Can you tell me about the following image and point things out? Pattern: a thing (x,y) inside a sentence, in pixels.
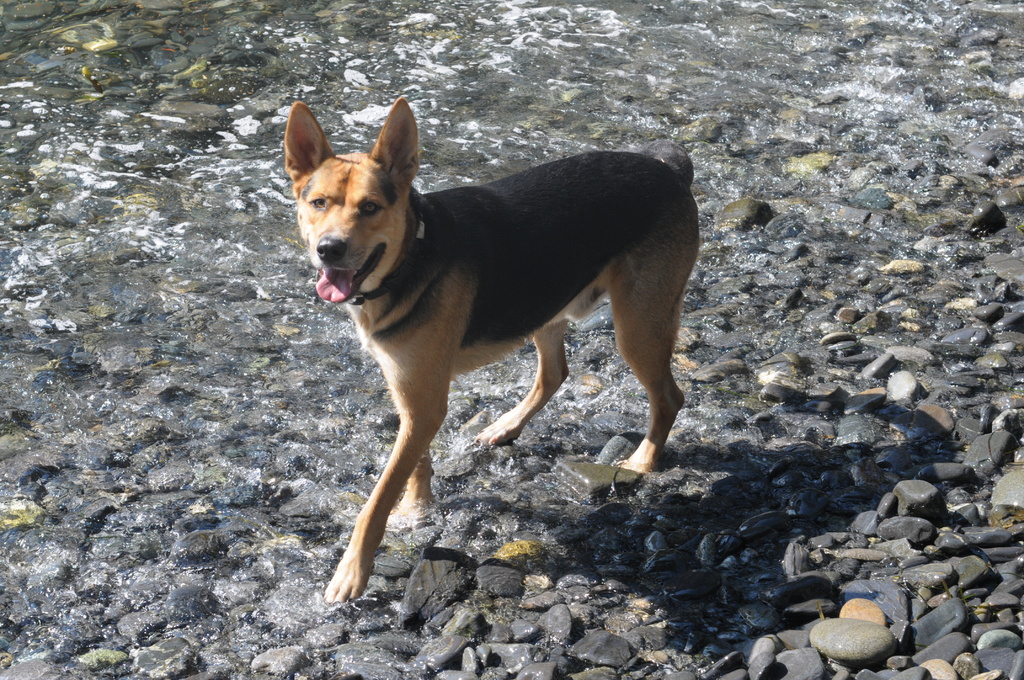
In this picture I can see a dog (433,242) in front (523,270) and I see that it is of brown and black color and I can see the stones (1009,534) and the water (71,173).
